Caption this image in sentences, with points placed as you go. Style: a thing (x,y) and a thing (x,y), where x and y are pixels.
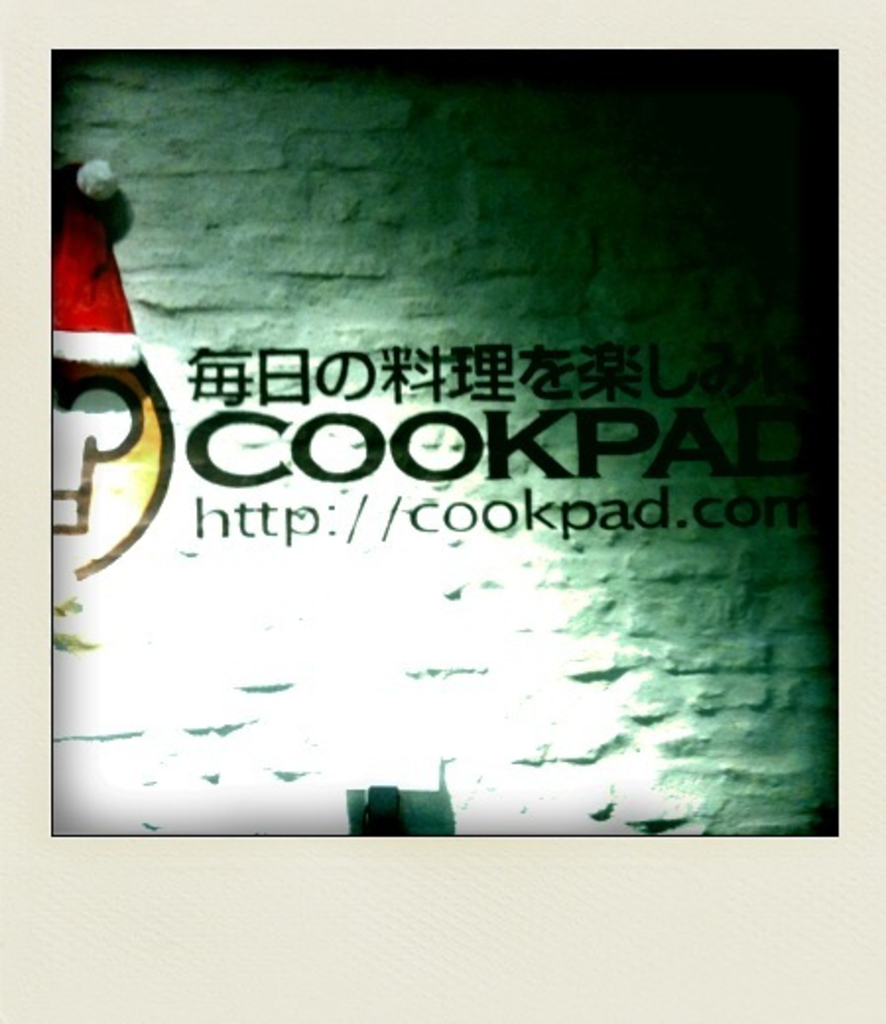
This is a photo and here we can see some text (296,446) and there is a logo (156,430) on the wall (435,560).
